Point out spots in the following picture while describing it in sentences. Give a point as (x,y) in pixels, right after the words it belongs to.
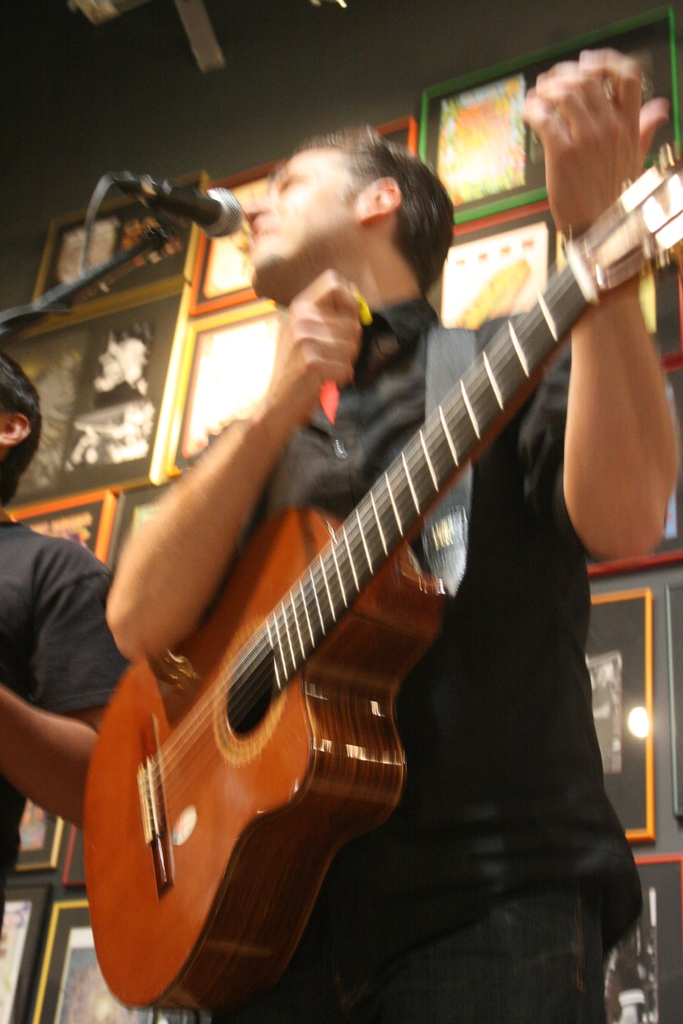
In the center of the image (243,445) there is a man (506,927) standing and holding a guitar (316,639) in his hand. There is a mic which is placed before him. In the background (349,126) there is a wall (365,94) and many wall paintings (246,409) which are attached to the wall (112,150).
